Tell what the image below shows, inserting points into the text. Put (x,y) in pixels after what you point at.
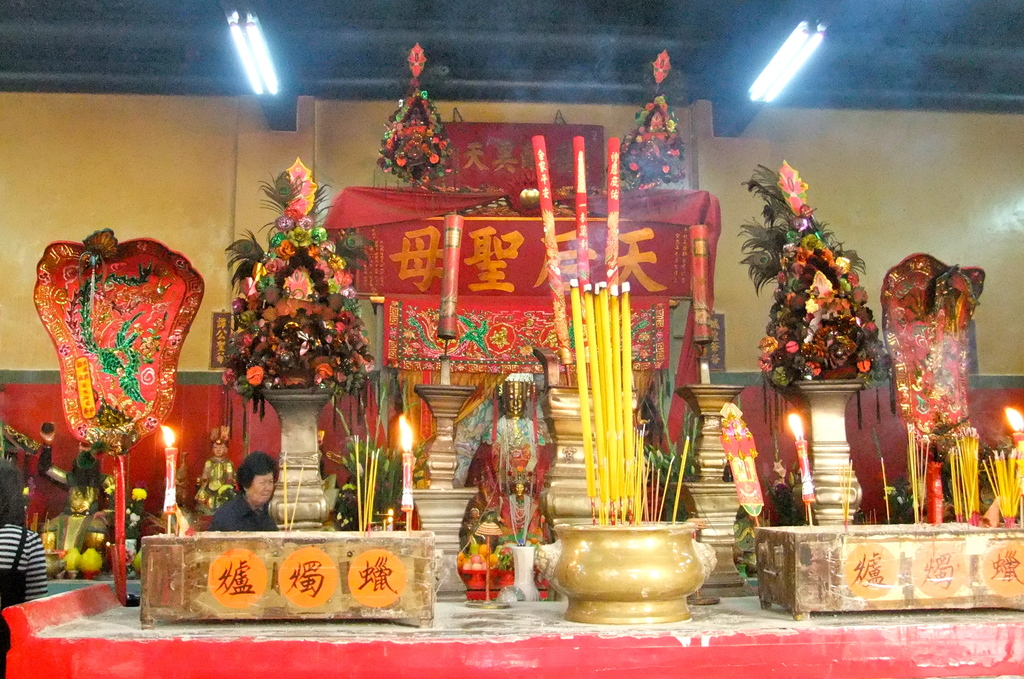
In this image, we can see some Idols (522,404). We can see a few candles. We can see some flowers (343,276), peacock feathers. We can also see some objects (600,239). There are a few people (22,560). We can see the ground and the wall (191,225).
